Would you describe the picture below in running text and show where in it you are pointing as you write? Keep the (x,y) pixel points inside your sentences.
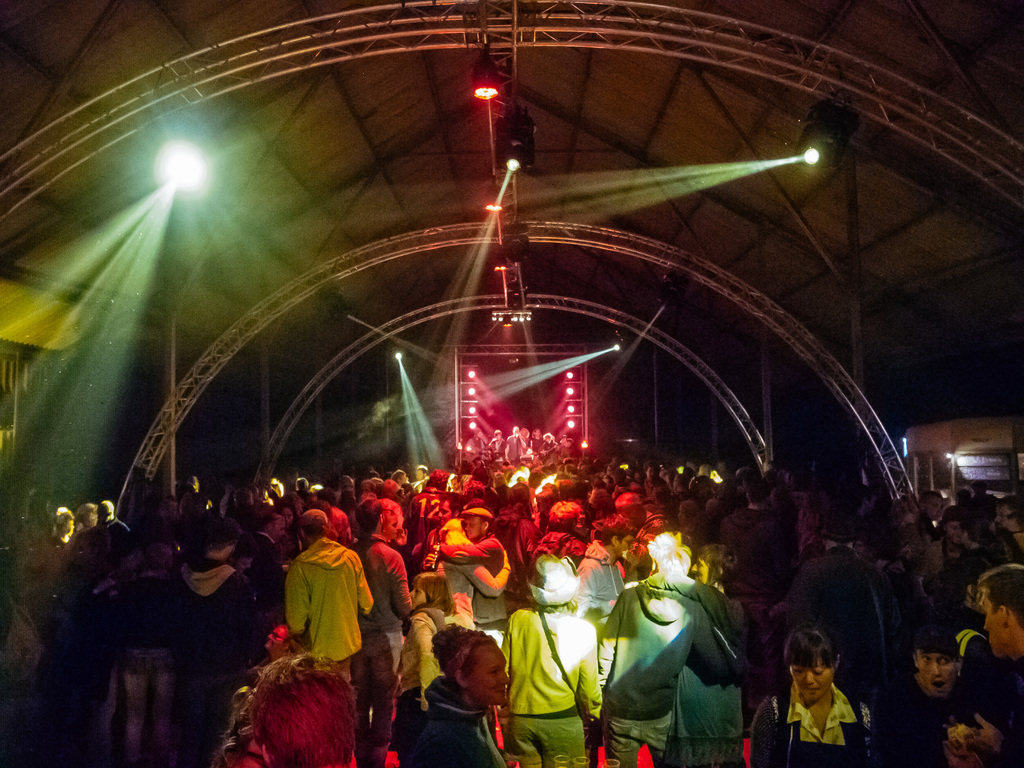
In this image we can see a few people (547,436) are dancing, there are some arches (552,230), frames (437,239), and we can see lights (529,372), also we can see the rooftop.
